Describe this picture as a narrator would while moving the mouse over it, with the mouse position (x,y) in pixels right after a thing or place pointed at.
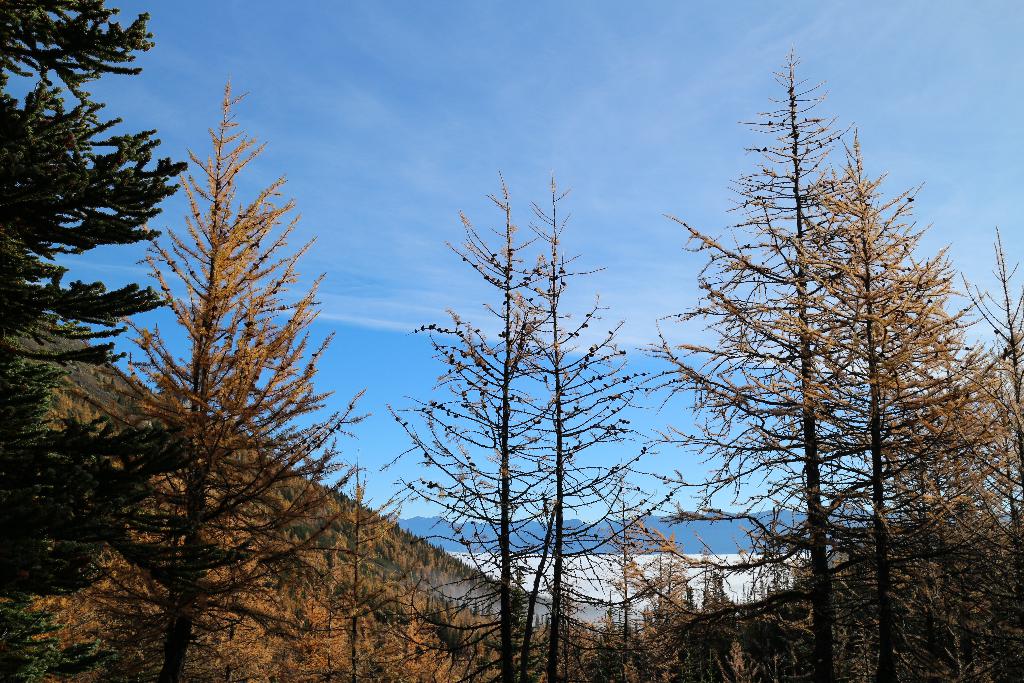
In this image we can see trees (906,567). In the back (455,519) there are hills (309,526). And there is sky (380,234) with clouds (681,115).
